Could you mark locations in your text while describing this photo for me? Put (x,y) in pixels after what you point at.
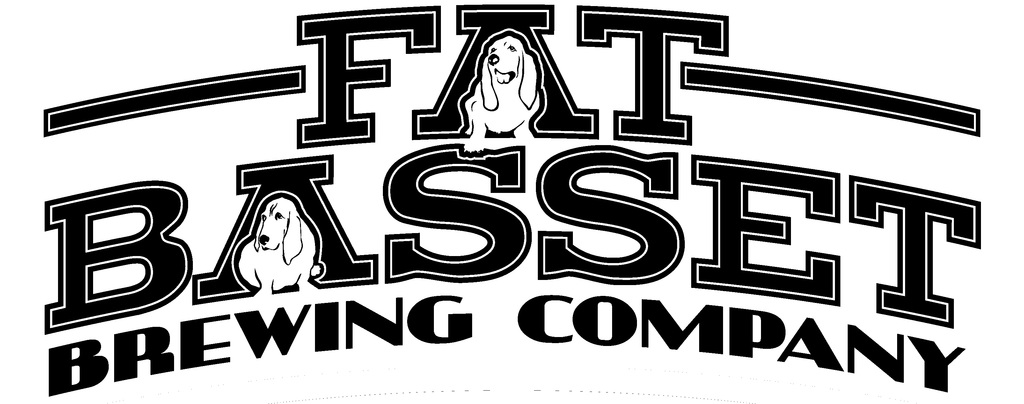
In this image in the center (632,267) there is a text (452,280), and there are pictures (492,72) of dogs (268,224) and there is white background (196,46).
